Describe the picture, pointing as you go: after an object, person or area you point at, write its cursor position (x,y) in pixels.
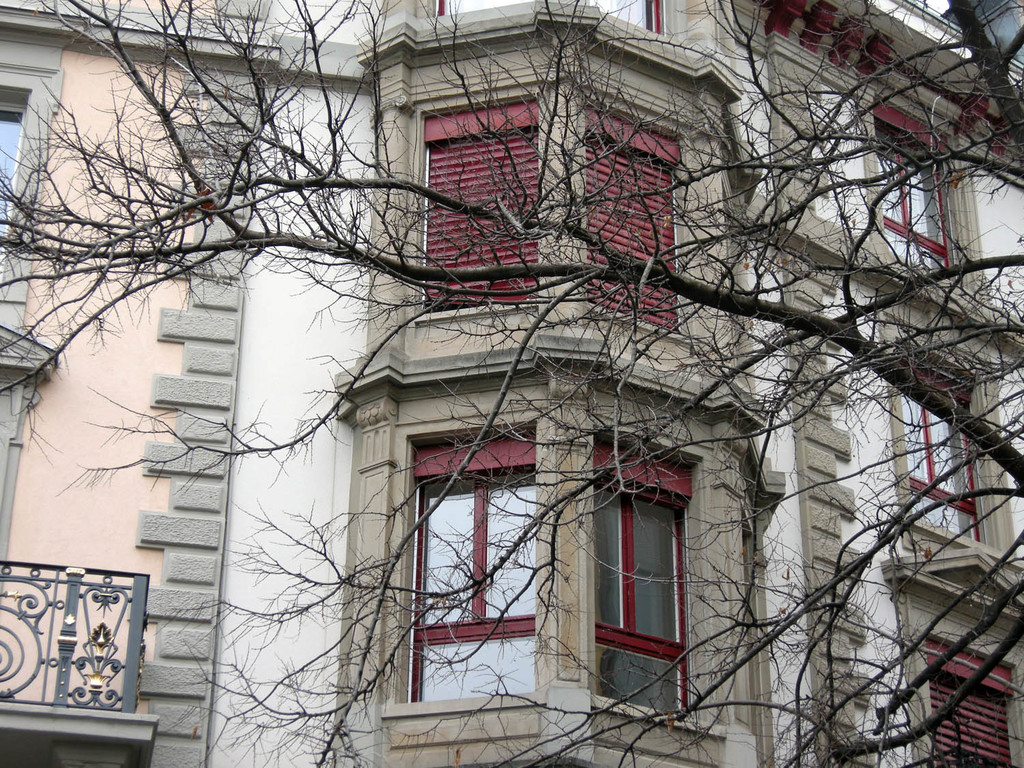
In the foreground of the picture (750,431) there is a tree (593,210). In picture there is a building (476,392), we can see windows (628,603) of the building (198,517).
